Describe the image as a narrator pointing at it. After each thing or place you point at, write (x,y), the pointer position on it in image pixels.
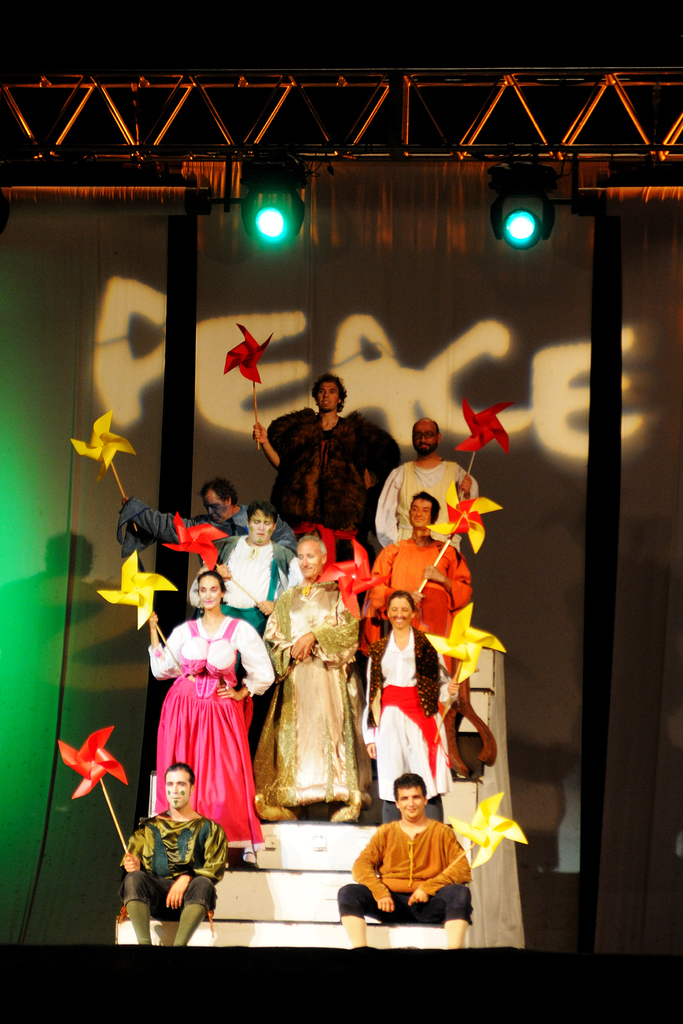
In this image I can see few people (433,473) standing and two (210,866) are sitting. They are wearing different dress (382,758) and holding red and yellow color fans (469,832). Back I can see lights (300,182) and screen (523,287).
